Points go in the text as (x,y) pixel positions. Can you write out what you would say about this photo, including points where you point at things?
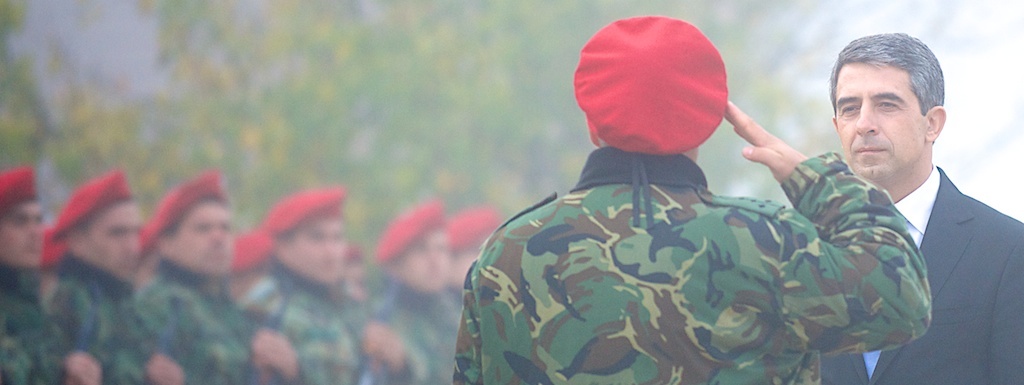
In this image I can see there is a person (727,292) saluting at right side (713,265) and there is a person (848,100) standing in front of him. There are few other people (155,326) standing at the left side (176,192) and the background of the image (373,221) is blurred.
